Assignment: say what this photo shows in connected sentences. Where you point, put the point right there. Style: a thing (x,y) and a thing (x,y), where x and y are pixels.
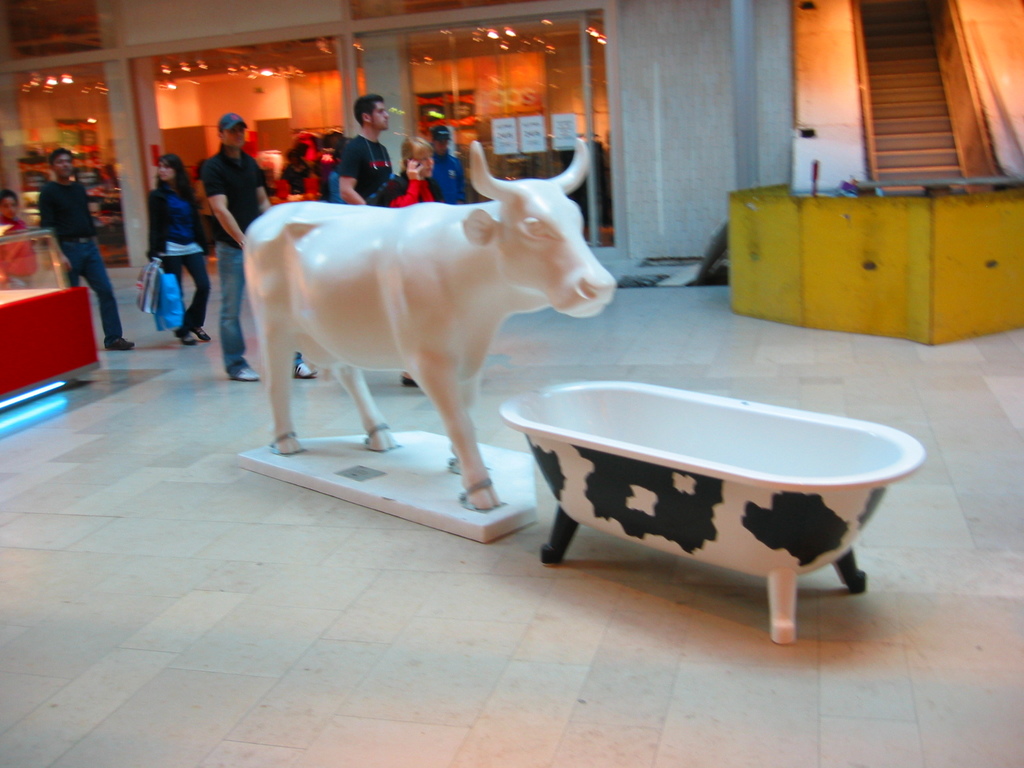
In this image I can see there are few persons (181,180) walking on floor (924,354), in the foreground (324,263) I can see animal statue (467,367) and a tub (696,414), on the right side (960,116) I can see a stair case (935,162) and a table (961,227), in the middle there is glass window (422,62).
